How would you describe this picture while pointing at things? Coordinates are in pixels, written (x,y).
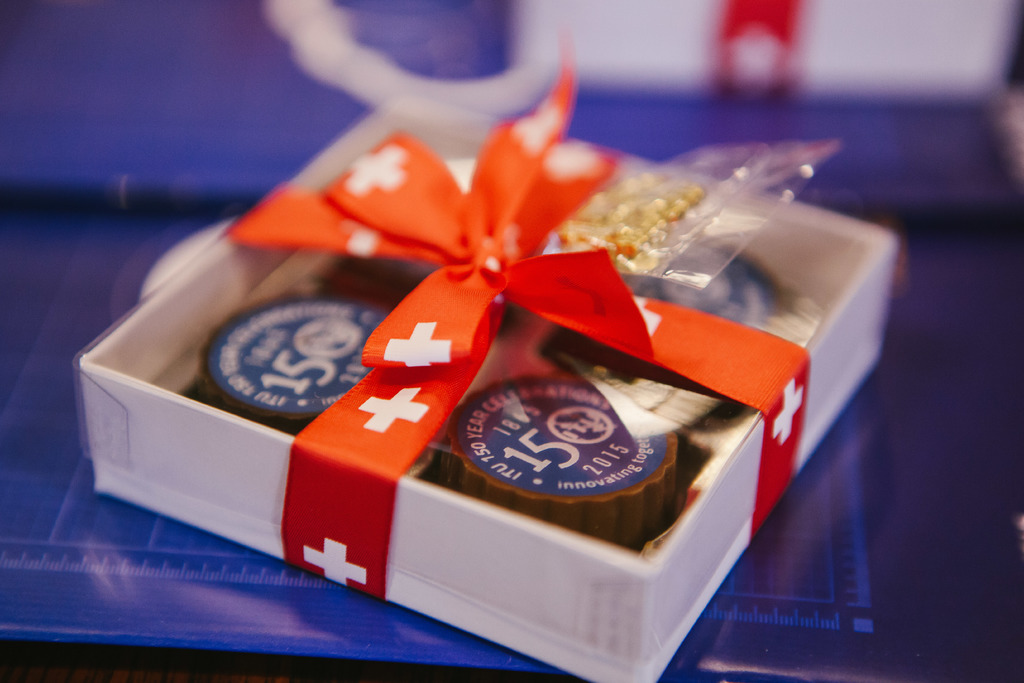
In this picture there is a box (508,333) in the foreground (494,296) and there might be chocolates (687,259) in the box (524,542). At the bottom (951,664) there is a blue color object (1002,646) and there is a red color ribbon (379,406) tied to the box (574,535).
